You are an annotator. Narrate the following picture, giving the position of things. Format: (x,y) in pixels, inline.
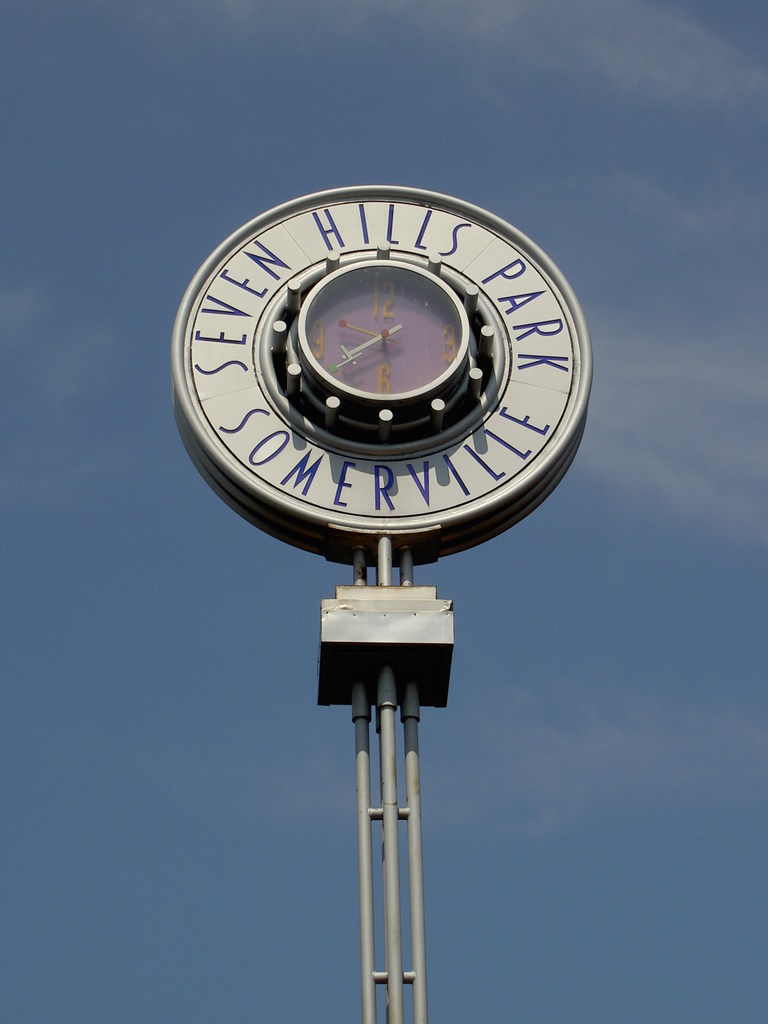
In the middle of the picture (340,549), we see a pole (415,763) and a clock (407,257). On the clock (291,345), it is written as "SEVEN HILLS PARK SOMERVILLE". In the background (595,559), we see the sky (234,744), which is blue in color.
